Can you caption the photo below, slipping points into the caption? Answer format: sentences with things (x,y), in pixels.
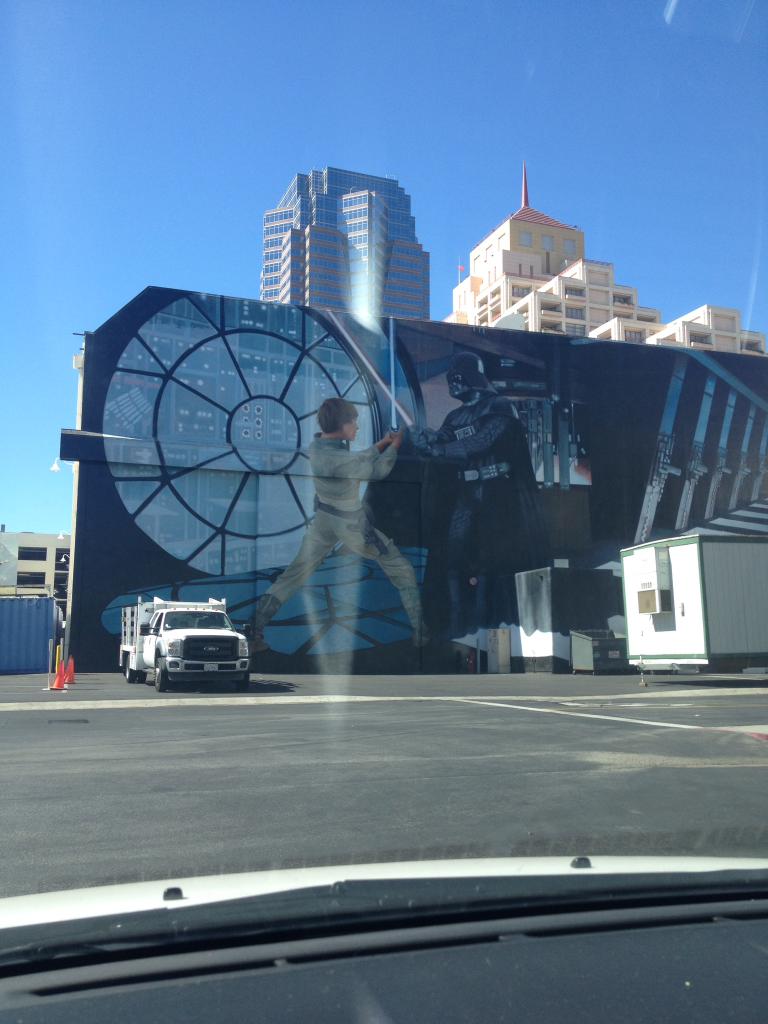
In this image I can see the road (249,778). On the road (152,739) there are vehicles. To the side I can see traffic cones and containers (651,611). In the background (419,469) I can see the wall (270,451), buildings (335,249) and the sky (412,125).
